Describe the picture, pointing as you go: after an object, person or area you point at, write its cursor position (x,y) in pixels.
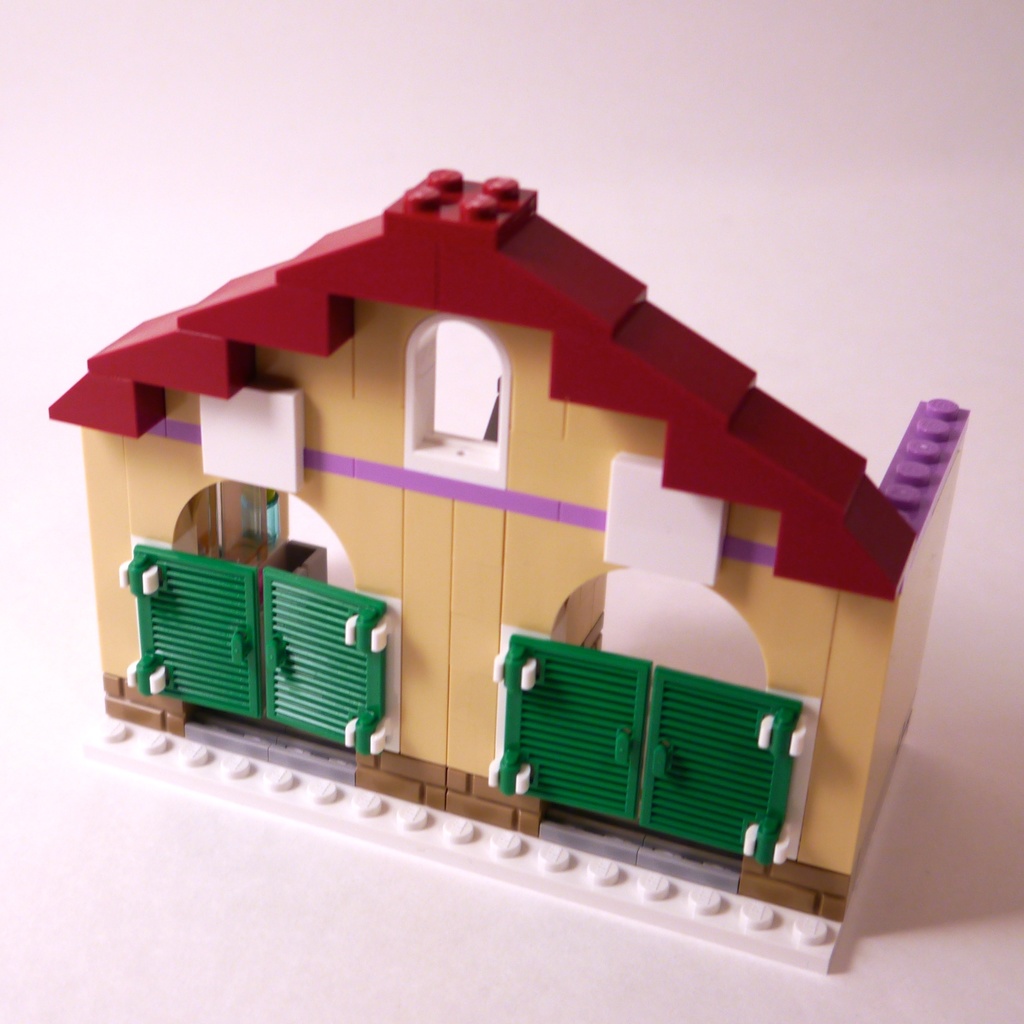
In this picture we can see a toy house (834,822) made of building blocks (803,569) with gates (693,806).
